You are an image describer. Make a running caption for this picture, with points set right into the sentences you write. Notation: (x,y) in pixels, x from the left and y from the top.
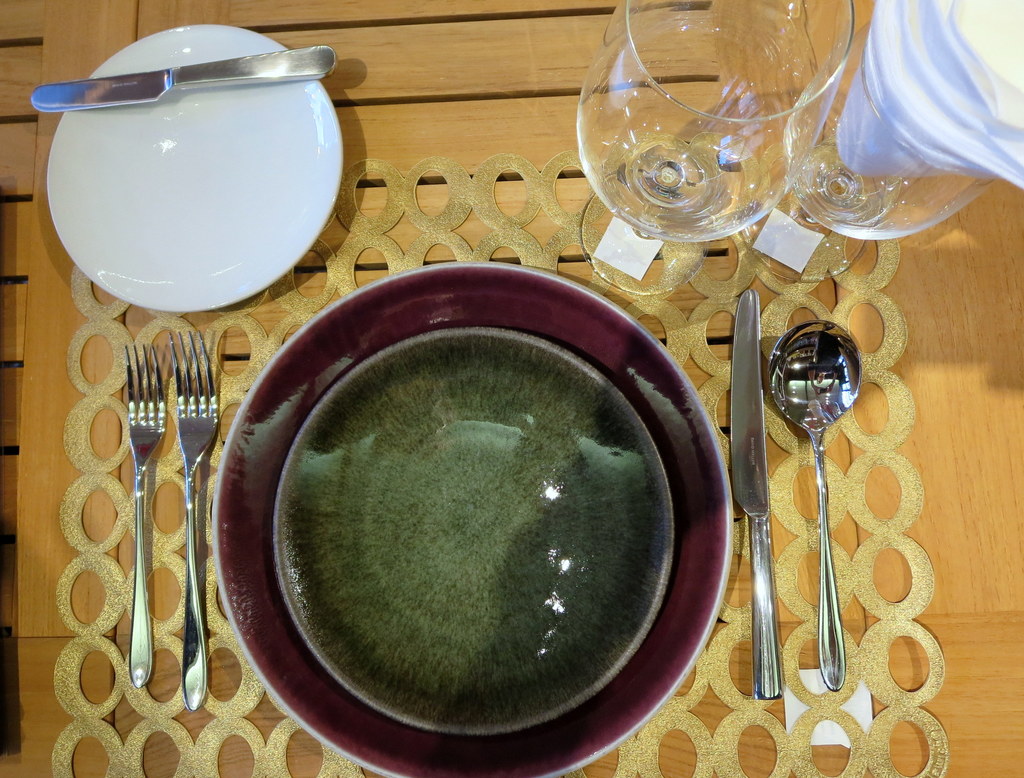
In this image there is one table (943,464) and on the table (943,464) there is one plate (546,405) spoons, forks (187,643), glasses (816,128) and beside the plate (468,280) there is another plate (153,124). And on the plate (221,89) there is butter knife (244,76), and under the plate (309,230) there is a cloth (182,615).
